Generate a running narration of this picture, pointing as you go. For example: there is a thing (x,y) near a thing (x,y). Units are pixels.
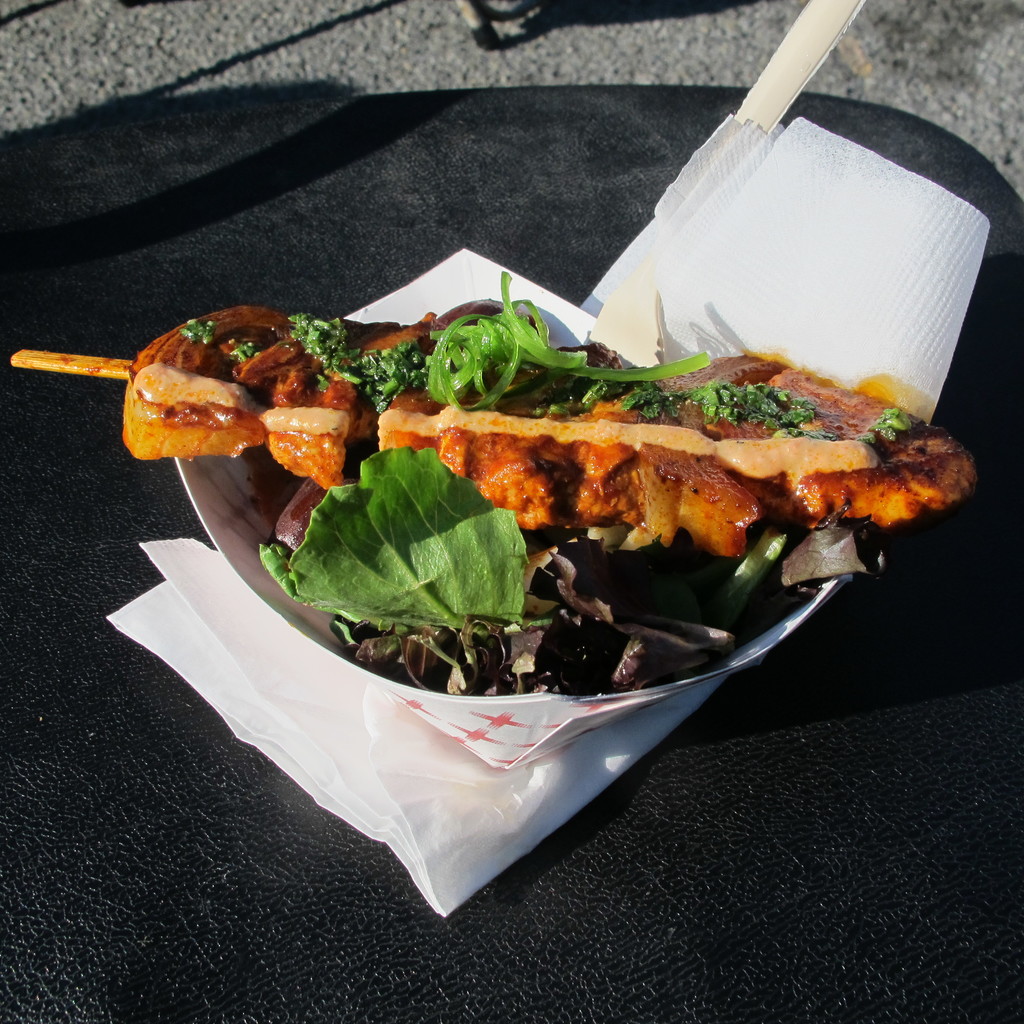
In this picture we can see food (552,566) in the plate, and we can find tissue papers (682,287) on the table (581,185).
